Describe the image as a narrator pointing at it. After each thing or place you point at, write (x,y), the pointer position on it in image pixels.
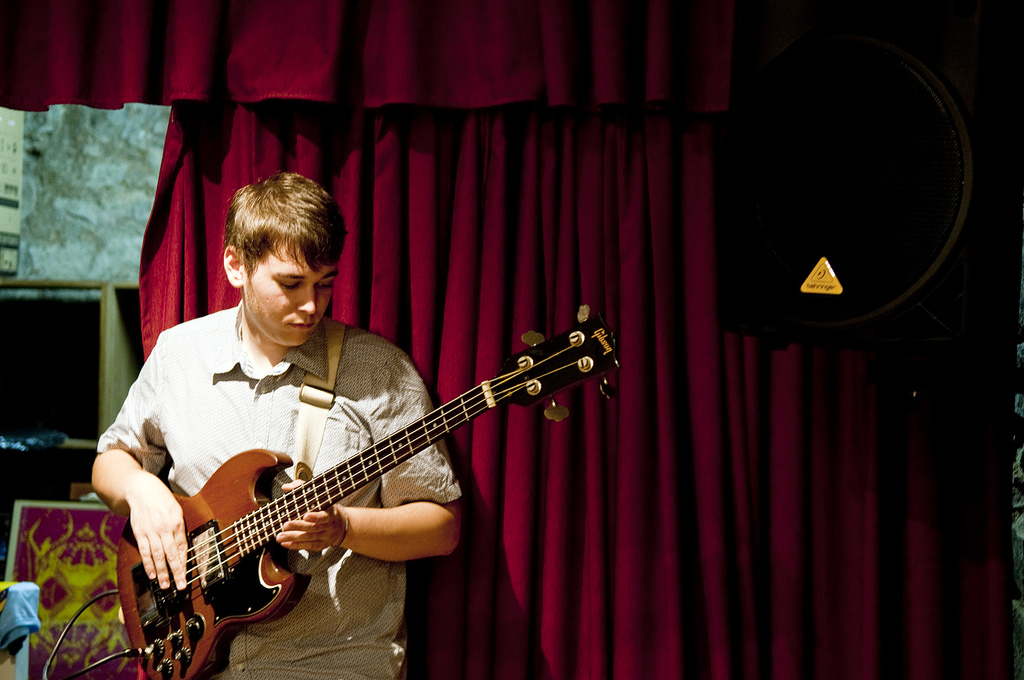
In this image I see man (215,387) who is holding a guitar (147,578) and In the background (497,635) i see the red colored cloth (769,364).
